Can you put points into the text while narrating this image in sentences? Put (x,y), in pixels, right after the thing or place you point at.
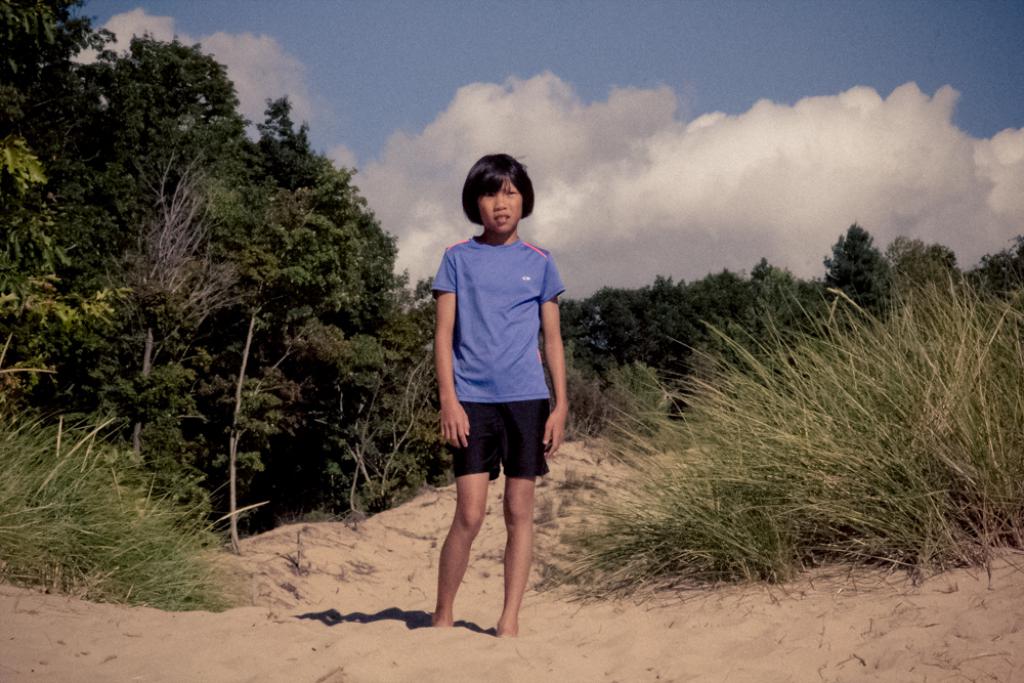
In this picture there is a girl (547,342) who is wearing t-shirt (500,310) and short (493,432). She is standing on the sand (400,643). Besides her I can see the plants (781,467). In the background (583,345) I can see many trees (1019,266). At the top (550,80) I can see the sky (534,57) and clouds (644,103).
